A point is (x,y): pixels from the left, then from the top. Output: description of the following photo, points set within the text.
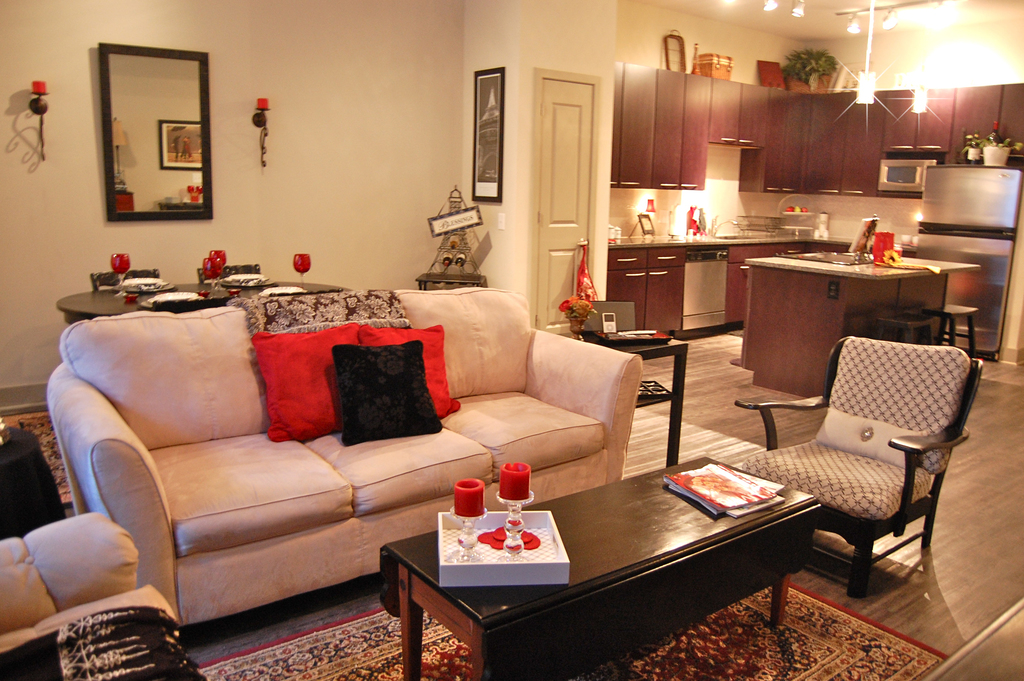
The photo is taken inside a room (802,295). There is a sofa (360,482) in front of it there is a table (620,543). On the table (721,527) there are candles (475,503), books (732,510). On the floor (775,658) there is a carpet (732,657). On the wall (97,40) there is a mirror (126,191). In front of it there is a dining table (180,287). In the right (978,149) there is a kitchen (888,198).
